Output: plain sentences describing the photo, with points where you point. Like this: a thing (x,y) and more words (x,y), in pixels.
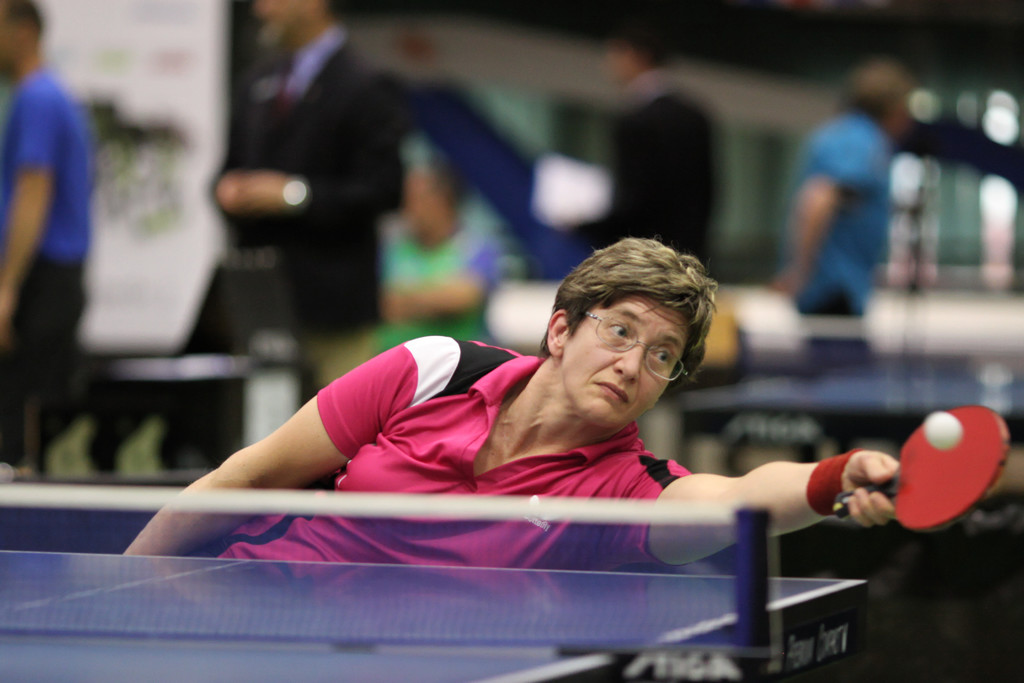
In this image there is a person (521,470) playing table tennis, in the background (847,169) there are people (254,240) standing and it is blurred.
